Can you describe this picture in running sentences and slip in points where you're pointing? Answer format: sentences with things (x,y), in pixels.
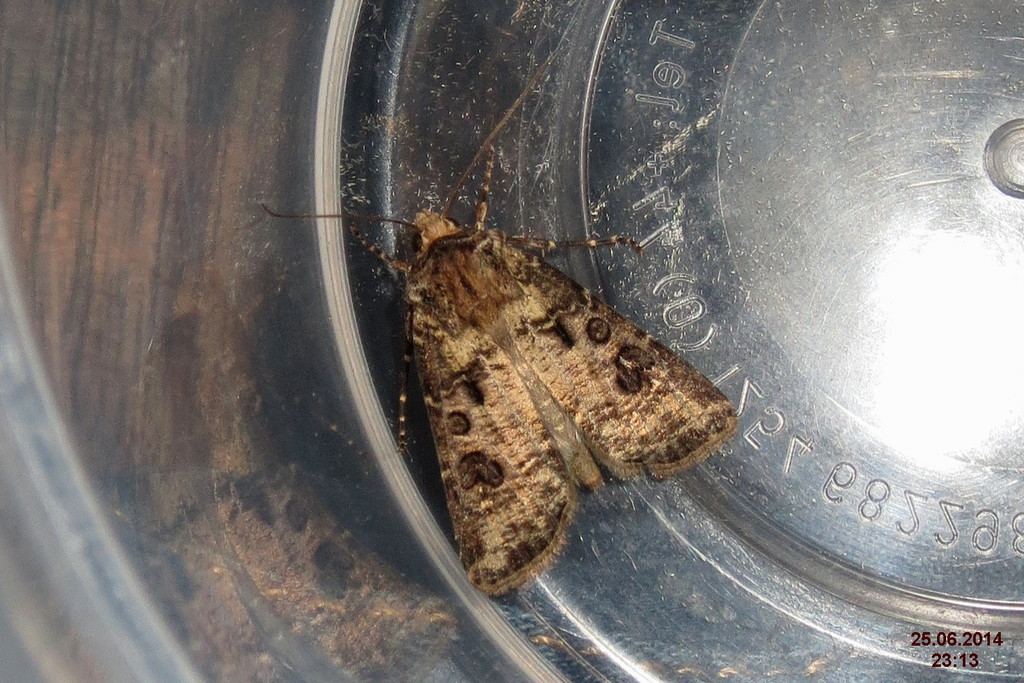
In this image I see a silver thing (494,217) on which there is an insect (415,360) which is of brown in color and I see something is written over here and I see the watermark (925,645) over here.
